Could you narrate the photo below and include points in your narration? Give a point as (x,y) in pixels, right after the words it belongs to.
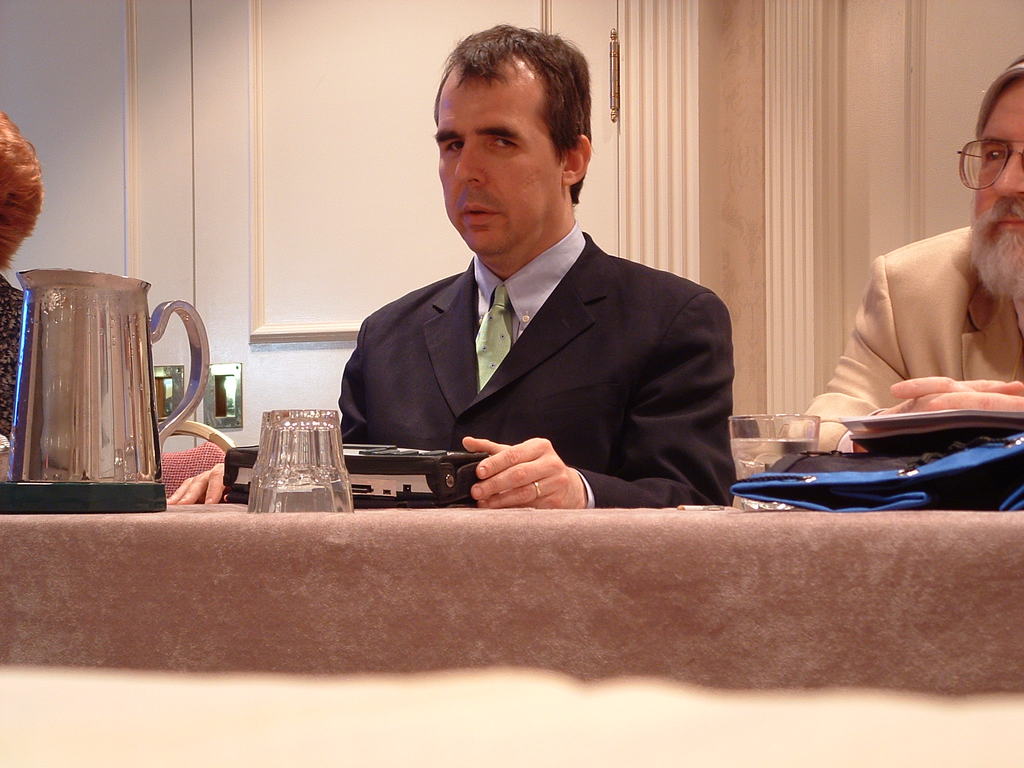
In this picture we can see man (541,268) looking at some thing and beside to him other man (839,409) and in front of them we can see glass (274,427), jar (133,417), some device (456,477) and in background (371,241) we can see door (284,233).
